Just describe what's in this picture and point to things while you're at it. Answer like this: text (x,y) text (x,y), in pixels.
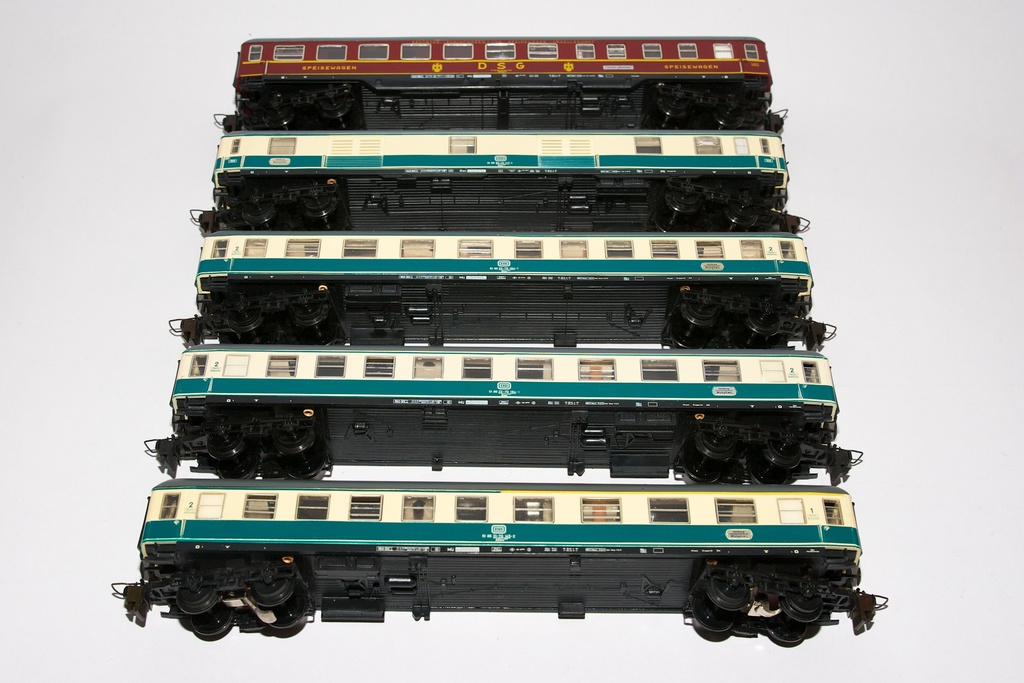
The picture consists of railway compartments (496,380).
